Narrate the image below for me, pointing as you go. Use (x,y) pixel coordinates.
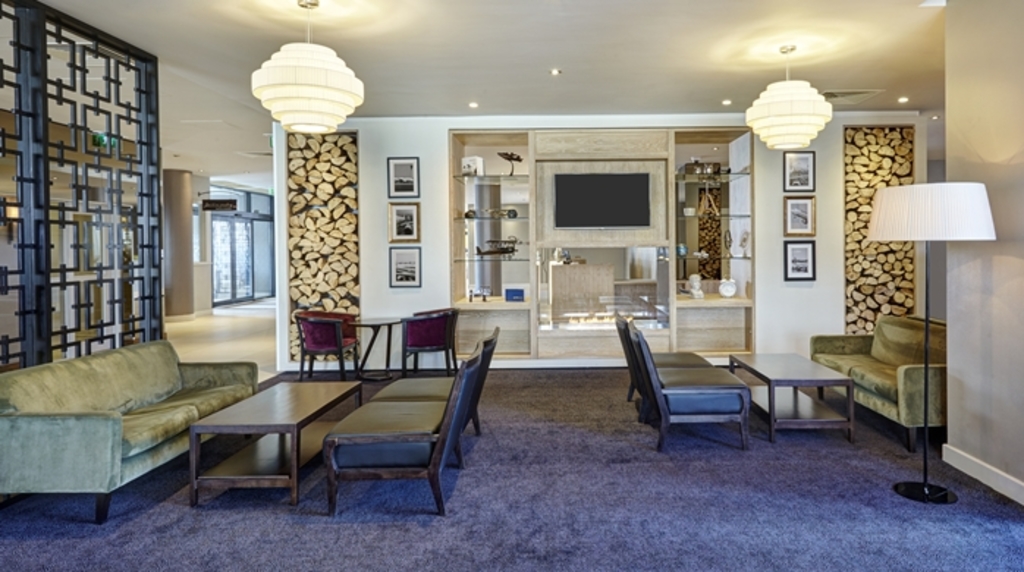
This picture describe about the inside view of the living room (736,362), Left side (79,409) we can see big couch (81,387) with center table (309,390) is placed, behind a red color chair (319,344) and table (388,343), beside a big television wall cabinet (599,257) and in center (612,217) we can see television (613,180), on the left side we can see three photo frame (408,196) hanging in vertical position and same in right side (786,231). In ceiling (430,69) two chandelier (785,129). On the right (889,394) we can see a couch (898,346) with center table (778,370) and standing light (921,233). On the left (159,298) a partition panel (105,324) of wood (21,309) can be seen and wall to wall rug (739,504) on the flooring (805,498).
